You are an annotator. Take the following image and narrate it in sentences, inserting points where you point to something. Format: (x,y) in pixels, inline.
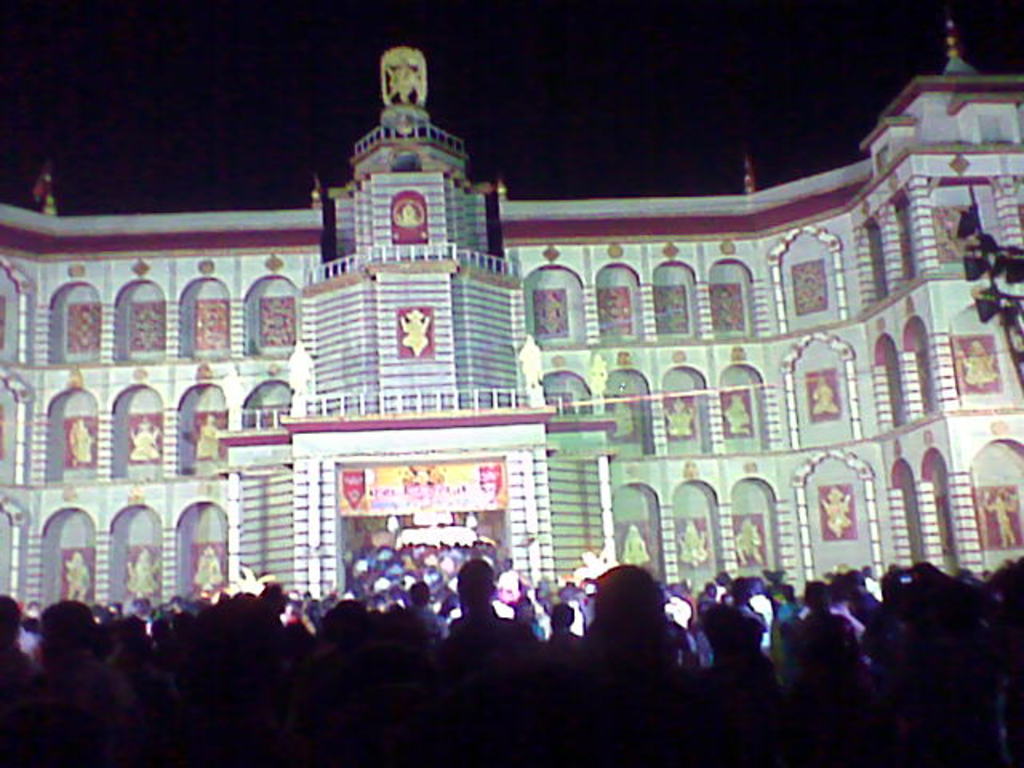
At the bottom of the picture (534,630), we see the group of people (672,656) are standing. In the middle of the picture (372,283), we see a building (555,409) in white color. It has many stone carved statues (144,445). In the middle of the picture (453,475), we see a banner (433,474) in yellow color with some text (420,500) written on it. At the top (621,115), it is black in color. This picture is clicked in the dark.
